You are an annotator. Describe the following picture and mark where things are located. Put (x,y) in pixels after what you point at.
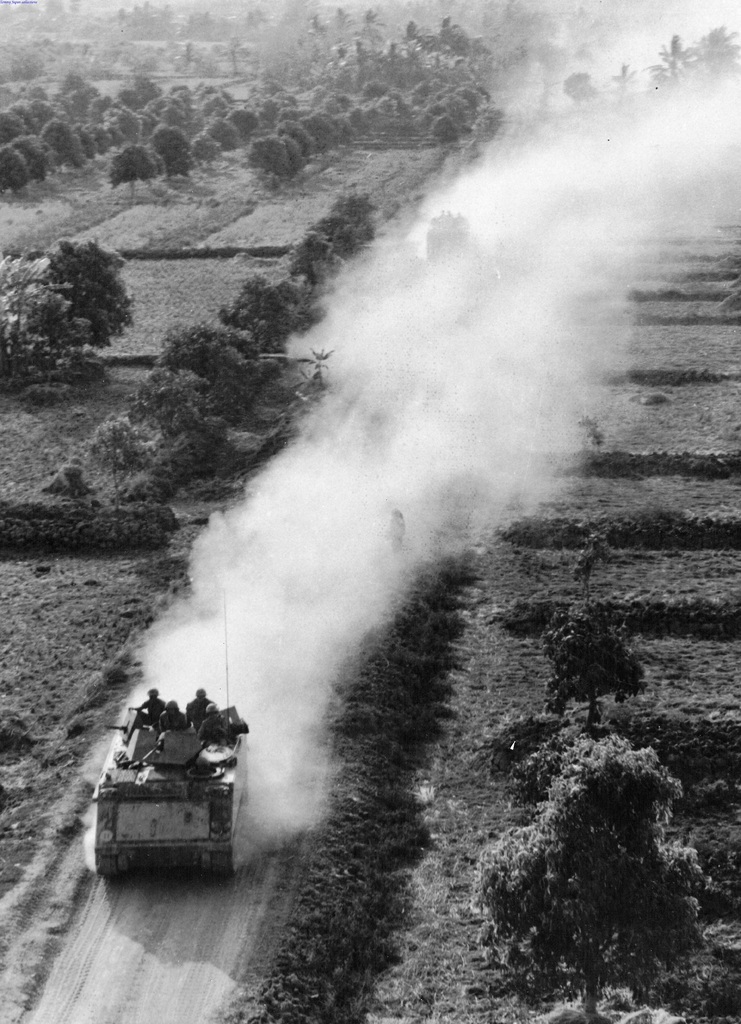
In this picture, we can see a few military vehicles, plants (334,817), trees (637,766) and grass (480,807) on the ground (612,575).
